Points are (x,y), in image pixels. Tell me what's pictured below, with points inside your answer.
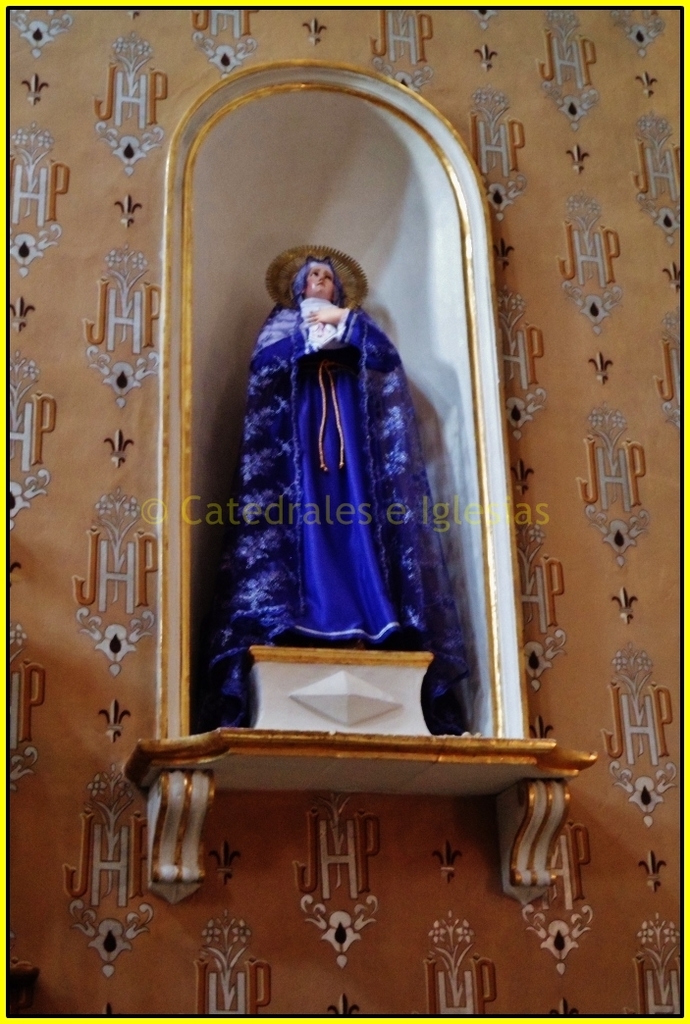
In this image in the center (340,449) there is one statue (351,585) and in the background (565,369) there is wall (556,408), on the wall (135,686) there is some text (575,57).
